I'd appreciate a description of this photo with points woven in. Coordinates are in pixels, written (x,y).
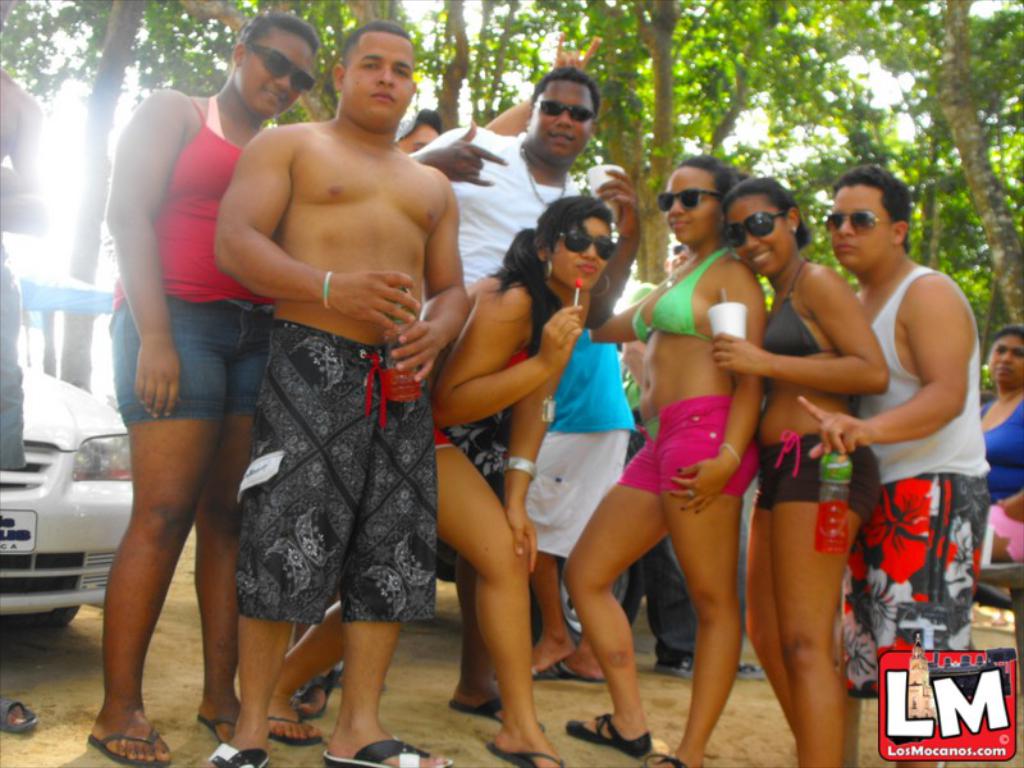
In this image, we can see people (483,232) posing for photo and in the background (859,79), we can see a vehicle (84,394) and there are trees (848,101).
